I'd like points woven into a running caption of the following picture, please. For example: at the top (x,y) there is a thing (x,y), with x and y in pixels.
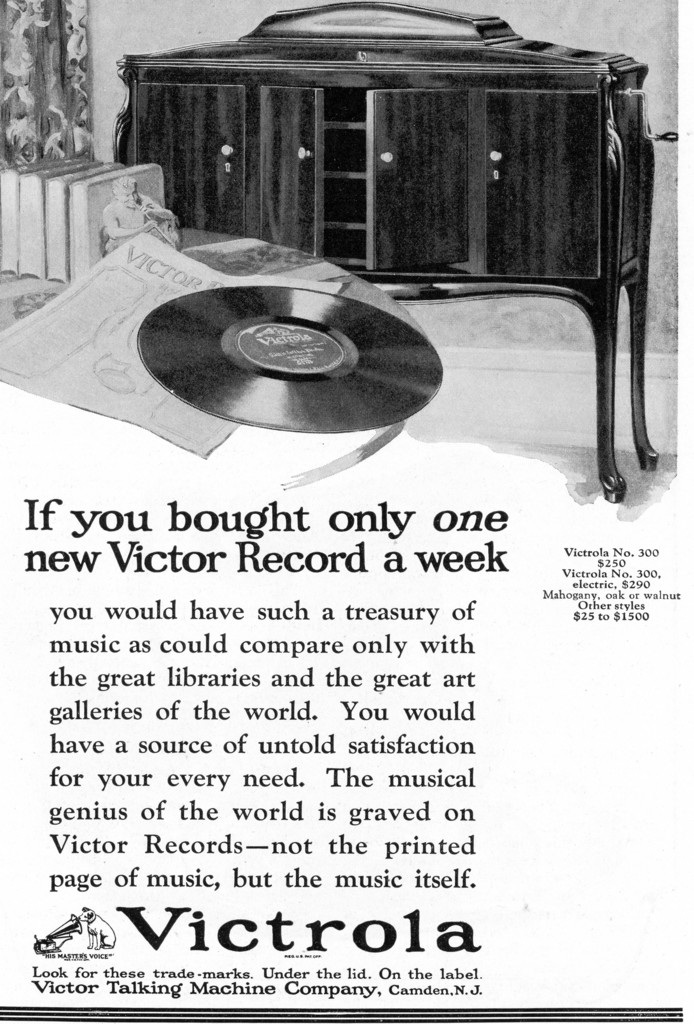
In this picture I can observe a disc (258,321) and a paper (157,263) placed on the table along with some books (81,202). I can observe wooden cupboard (315,148). There is some text (284,608) in this picture. The background (567,878) is in white color.
